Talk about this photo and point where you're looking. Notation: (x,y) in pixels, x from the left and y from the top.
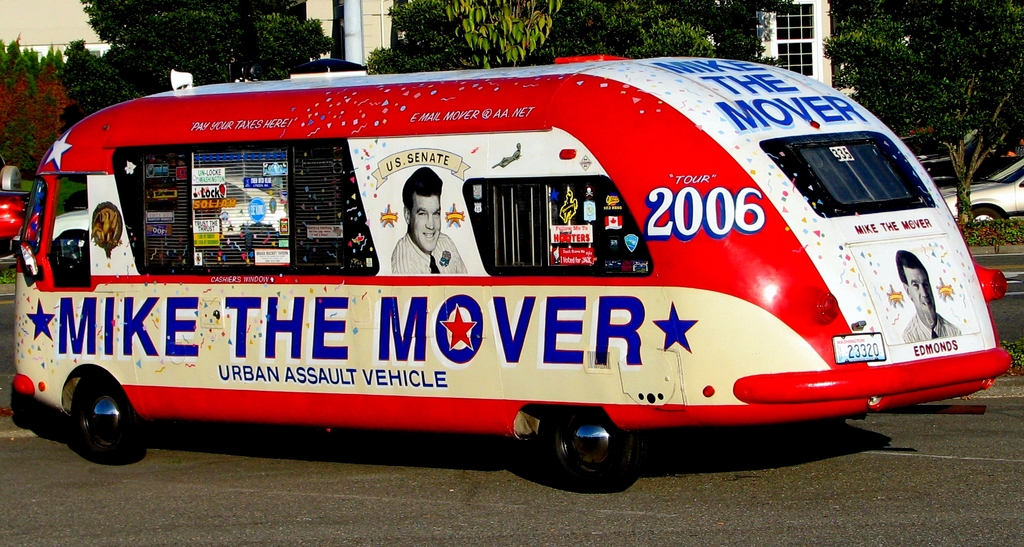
In this image we can see a vehicle (172,192) which is in different colors like red, white, blue and yellow moving on road (306,511) and in the background of the image (102,37) there are some trees (111,18) and vehicles (1000,207) on road (377,446).
